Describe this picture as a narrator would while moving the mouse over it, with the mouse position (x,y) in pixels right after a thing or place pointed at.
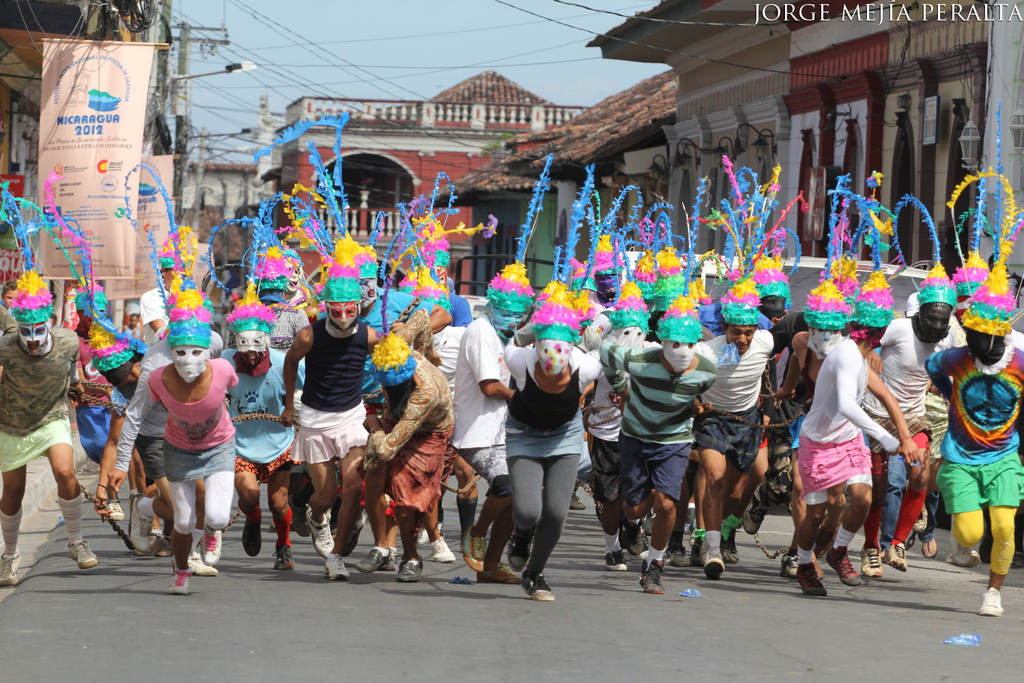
In the background (467,40) we can see the sky (477,38), transmission wires (381,79). In this picture we can see the buildings (544,118), lights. We can see the people (876,465) wearing colorful headwear (967,278) and they are running holding the chains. On the left side of the picture (149,215) we can see the banners (123,202). In the top right corner of the image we can see watermark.
